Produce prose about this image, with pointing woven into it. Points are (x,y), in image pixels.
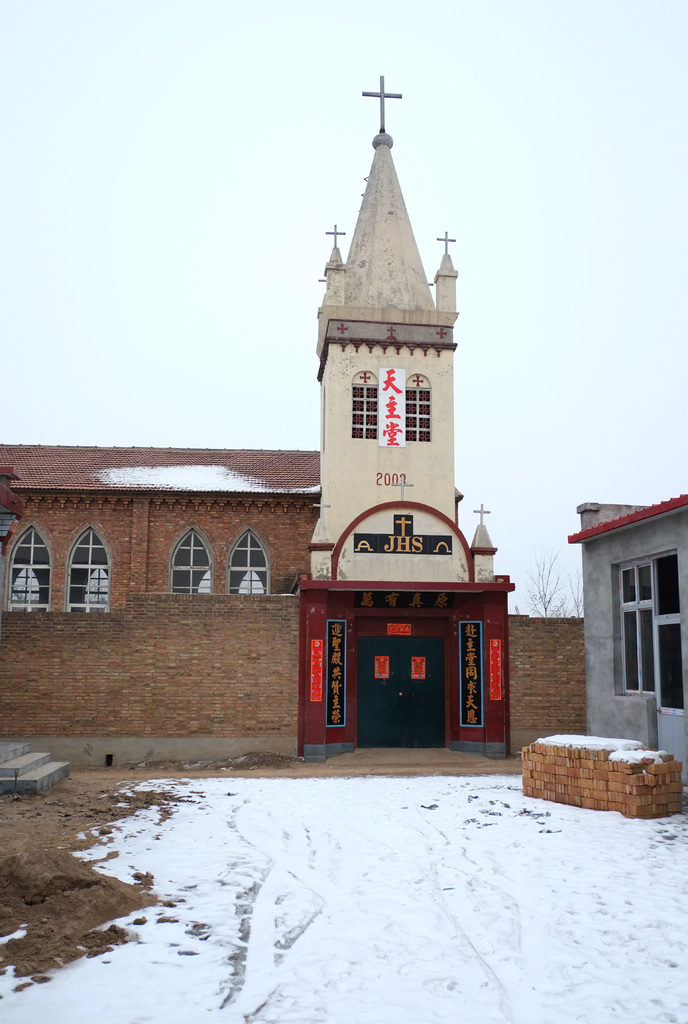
In this image I can see snow (361,875), few buildings (356,576), a tree (564,595), the sky (199,291) and here I can see something is written. I can also see few boards (321,690) over here and on these boards (396,601) I can see something is written.
